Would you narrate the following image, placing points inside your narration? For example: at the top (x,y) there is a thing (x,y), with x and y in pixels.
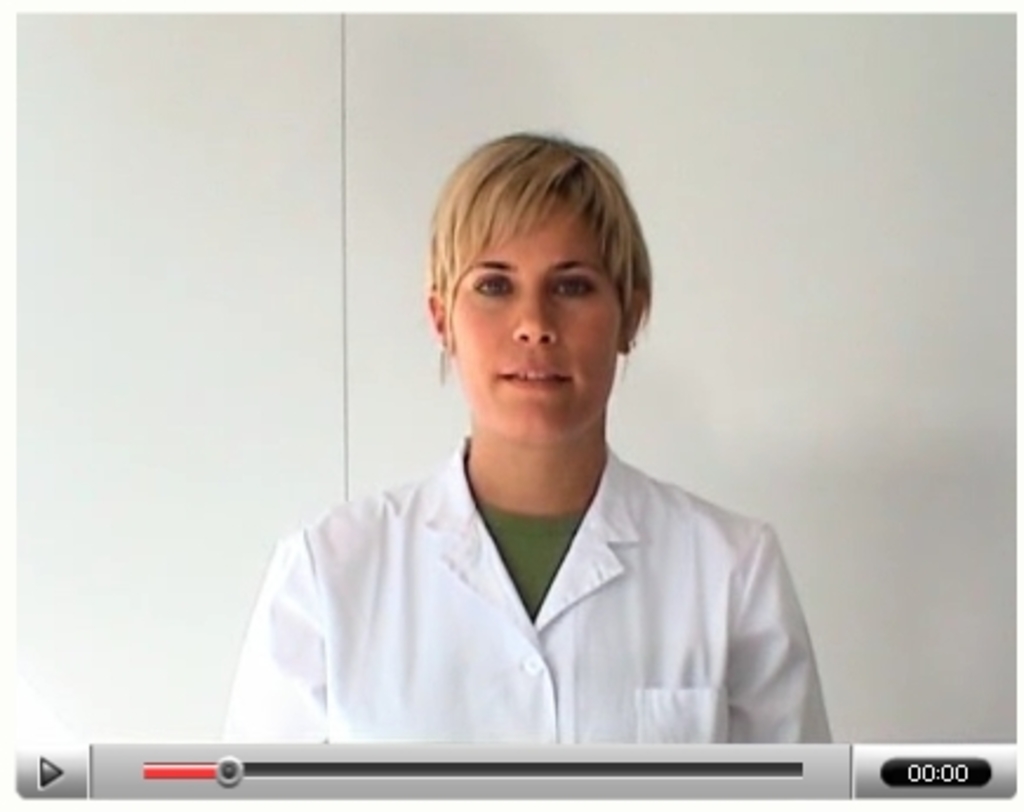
In this picture I can observe a woman (441,577) wearing white color apron (461,615). In the background (401,315) I can observe a wall (741,309).
